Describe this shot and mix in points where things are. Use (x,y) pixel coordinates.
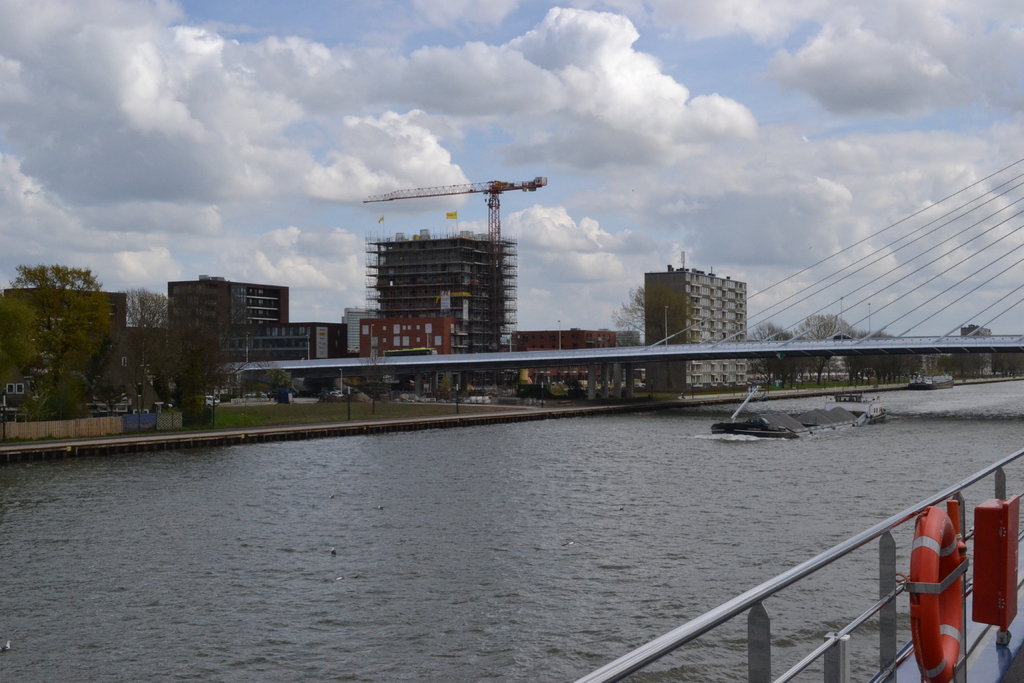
In this picture I can see there is a canal (569,585) here and there is a bridge (809,343) on the canal (284,559) and in the background (16,378) there is a bridge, there are buildings (374,326) and the sky (542,147) is cloudy.
